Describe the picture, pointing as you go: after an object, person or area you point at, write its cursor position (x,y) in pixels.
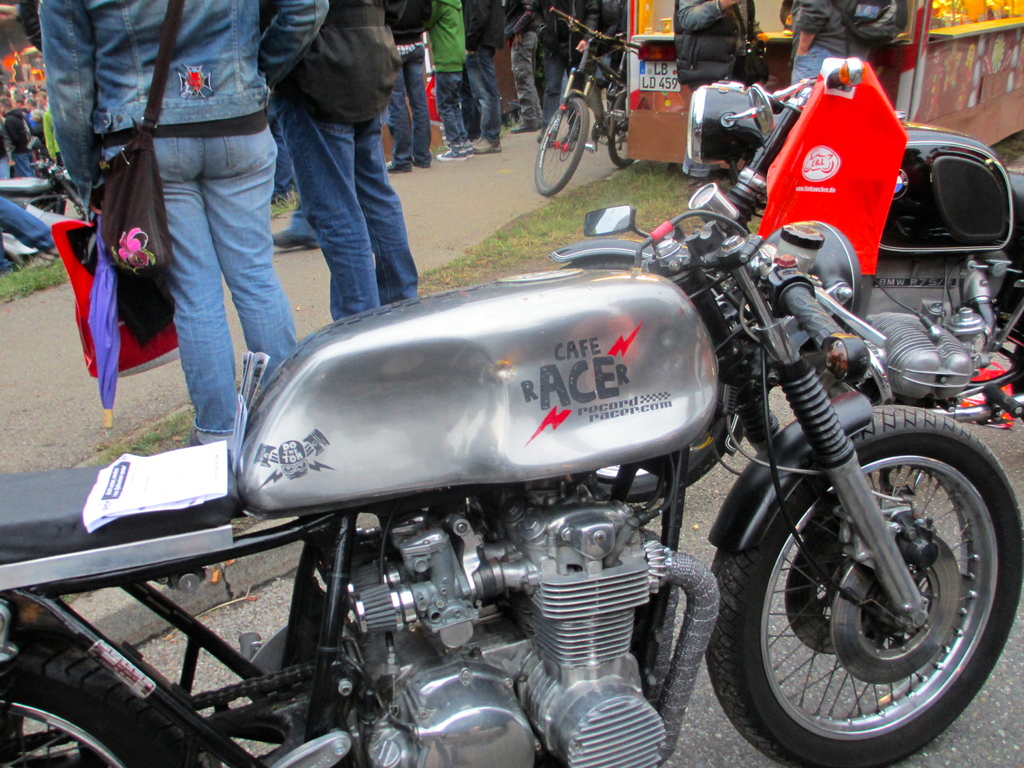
In this picture there are vehicles (734,346). In the foreground (519,431) there is a text (572,390) on the vehicle (448,369). At the back (190,106) there are group of people (245,18) standing. At the bottom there is a road (14,361) and there is grass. In the foreground (862,141) there is a book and there is a cover (792,202) on the motorbikes (586,385).
